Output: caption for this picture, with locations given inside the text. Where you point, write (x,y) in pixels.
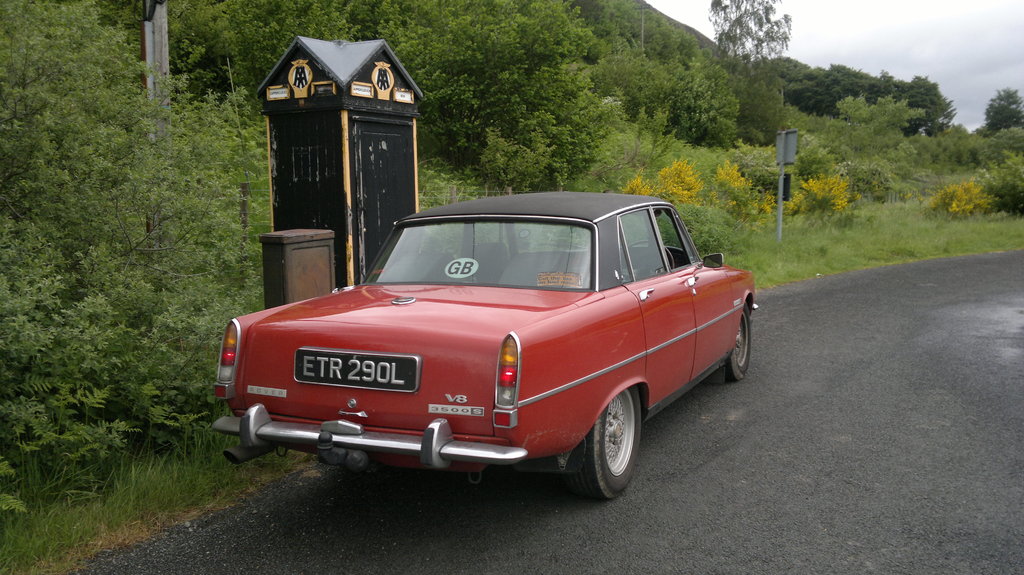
In this image I can see the road (916,396), a car (583,347) which is red and black in color on the road (937,391), a small shed (353,189) which is black and yellow in color, few trees (714,211) which are green and yellow in color and few poles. In the background (946,37) I can see the sky (880,54).
